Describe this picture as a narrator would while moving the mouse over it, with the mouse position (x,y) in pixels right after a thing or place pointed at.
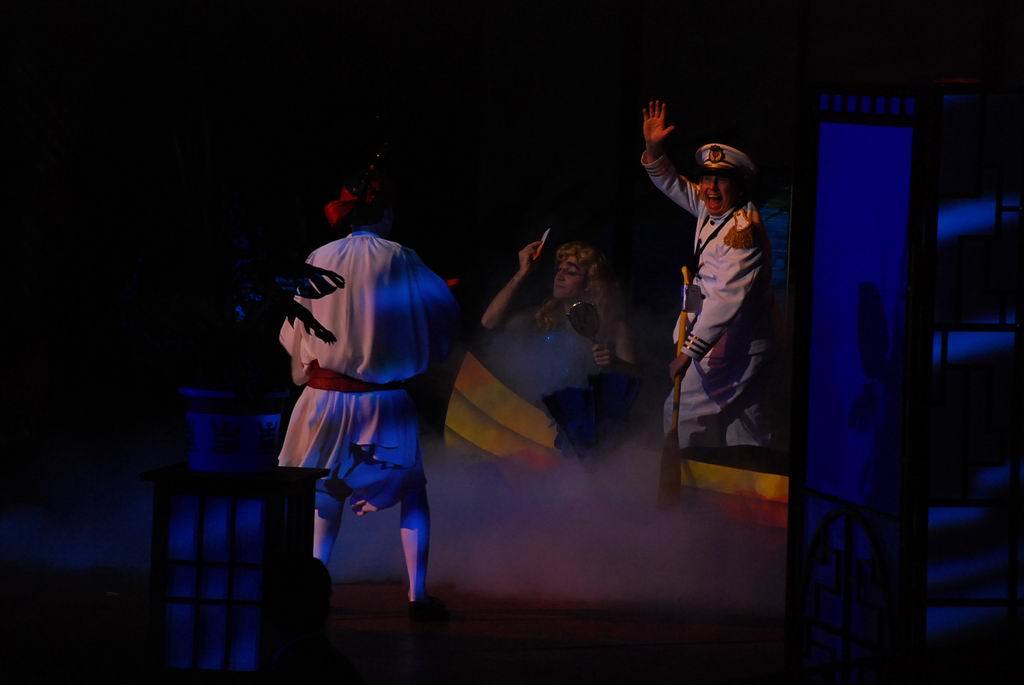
In this picture I can see a person (728,248) holding the wooden object (681,352) on the right side (689,345). I can see a person (583,353) holding mirror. I can see a person (420,271) on the left side (327,415).
